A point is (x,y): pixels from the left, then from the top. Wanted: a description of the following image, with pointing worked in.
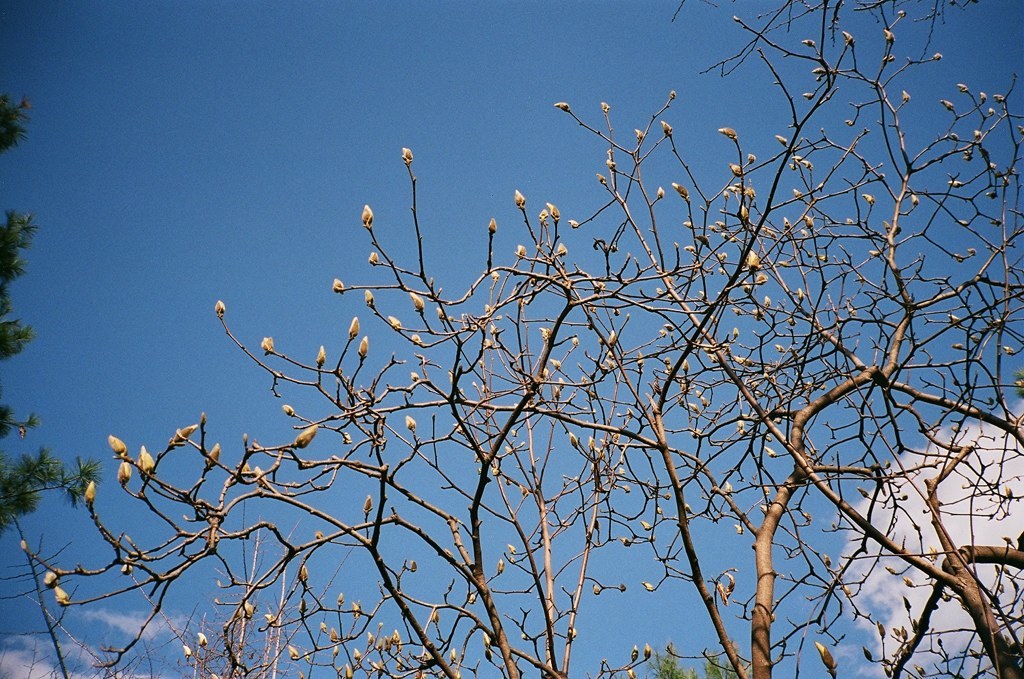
In this image there is a tree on the left side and right back side. There is another tree (962,549) which is dried. There are clouds (1008,507) in the sky (206,444).
